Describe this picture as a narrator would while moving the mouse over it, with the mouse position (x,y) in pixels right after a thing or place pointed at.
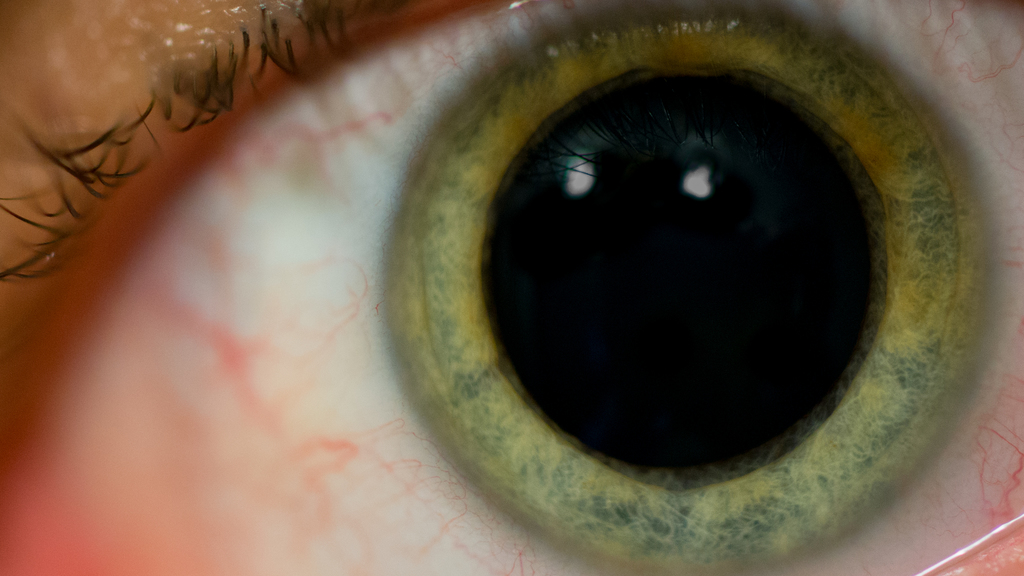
In this image in the foreground (412,112) there is an eye (605,392).
